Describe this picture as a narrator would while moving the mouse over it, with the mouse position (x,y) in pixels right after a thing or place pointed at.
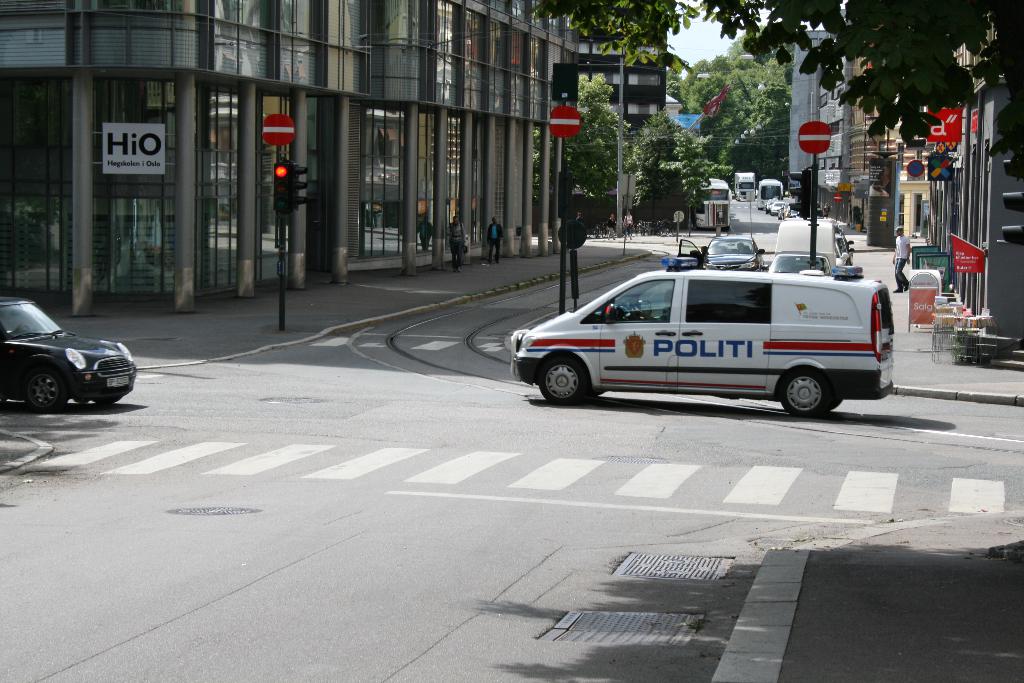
In this image, we can see the vehicles (800,398) on the road (604,479). Background (74,266) there are few buildings (86,279), people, poles (561,290), boards (926,320), traffic signals (1018,198), vehicles (743,271), roads (742,234), walkways (861,265), trees (1020,139) and few things (936,306).
